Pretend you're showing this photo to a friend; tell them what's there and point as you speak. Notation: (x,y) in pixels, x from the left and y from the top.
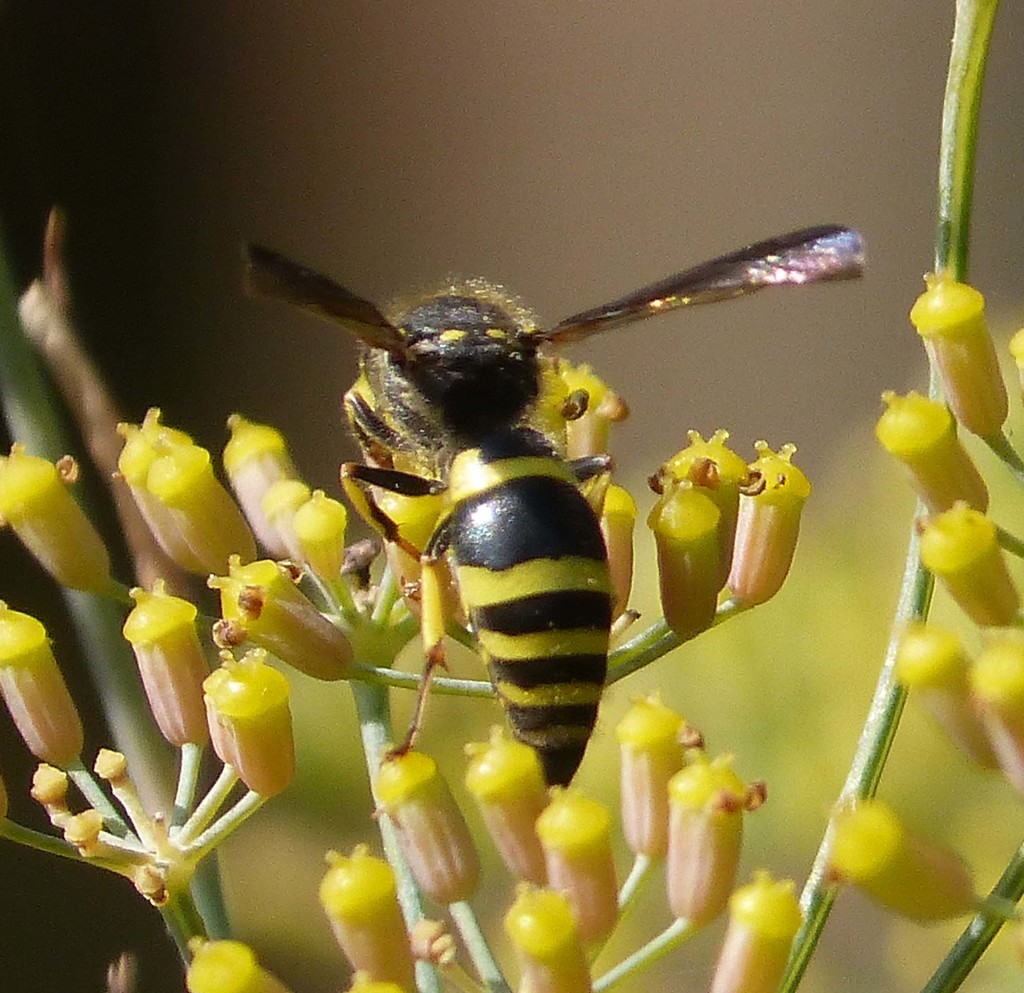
This image is taken outdoors. In this image the background (736,378) is a little blurred. At the bottom of the image (534,938) there is a plant (154,849) with a few buds (118,757) and stems (816,894). In the middle of the image (470,493) there is a wasp (352,296) on the flower (431,512).
